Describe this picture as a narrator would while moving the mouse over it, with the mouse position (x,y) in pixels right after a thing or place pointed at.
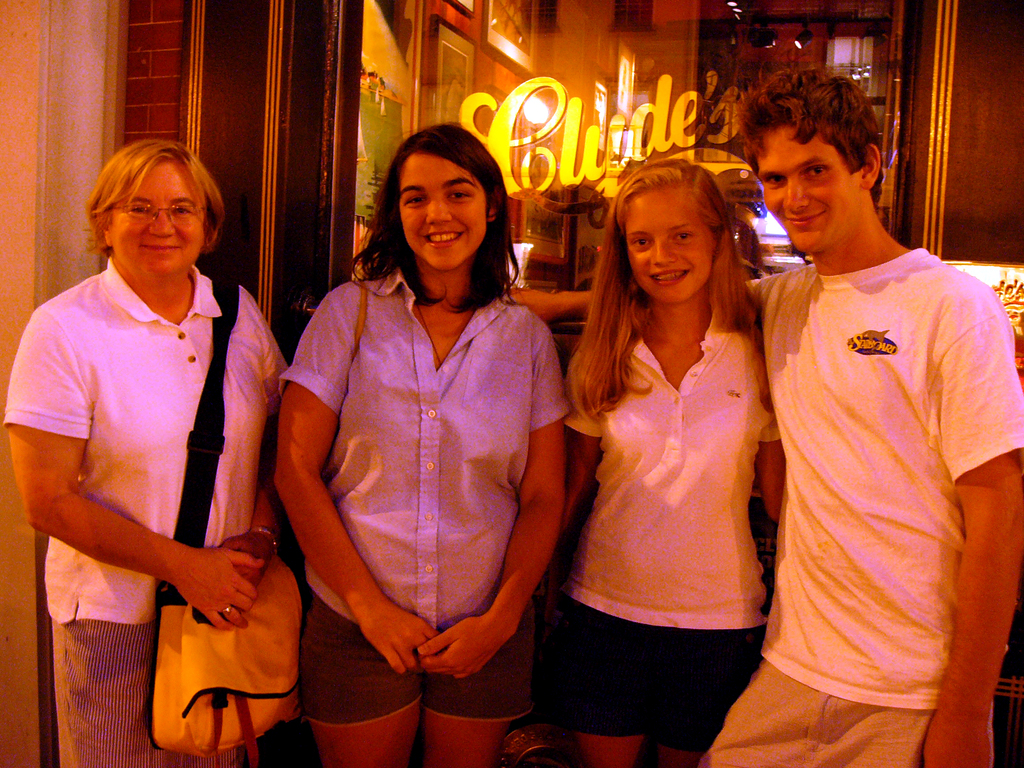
In this picture there are three women (615,424) and man (847,392). Three of them are wearing white T shirts (676,516). Women (215,511) towards the left (262,416), she is carrying a bag (180,721). In the background (321,126) there is a wall (276,149) with a glass (742,89). Through the glass (547,110) we can see the frame (599,110), lights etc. On the glass (596,87) there is some text (567,159).
